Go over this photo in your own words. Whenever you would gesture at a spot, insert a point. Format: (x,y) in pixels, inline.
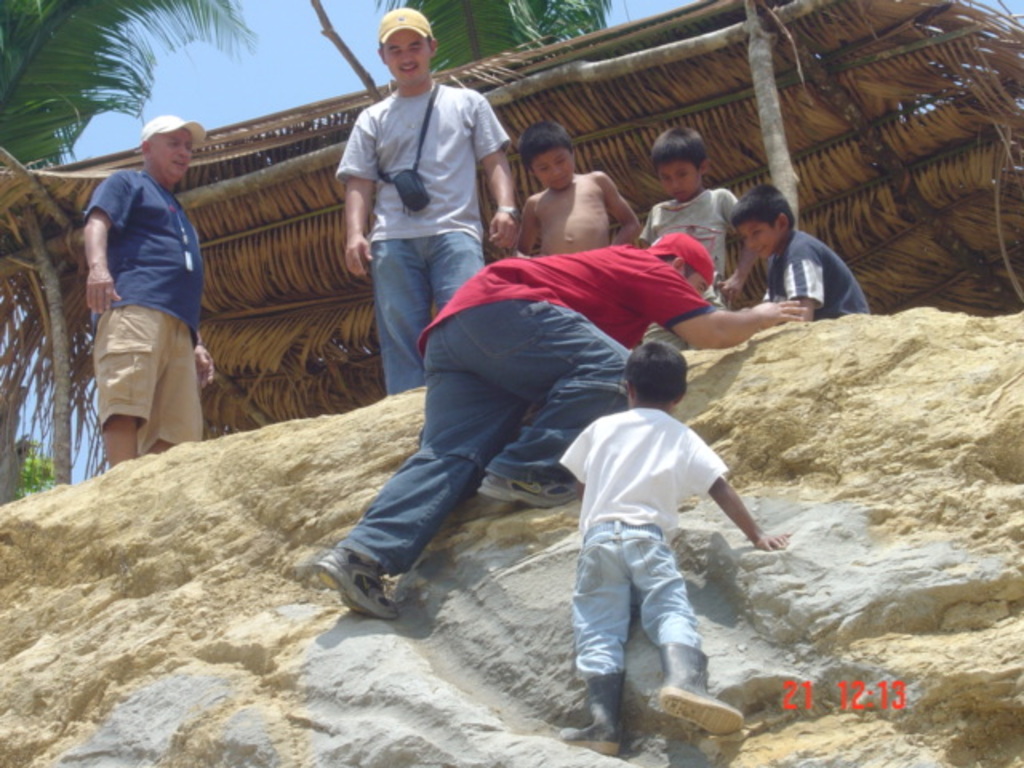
In this image I can see number of persons (403,208) are standing on the ground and few persons (492,473) are climbing the rock (823,521). In the background (809,152) I can see the hut (645,109), few trees (11,36) and the sky (260,62).
